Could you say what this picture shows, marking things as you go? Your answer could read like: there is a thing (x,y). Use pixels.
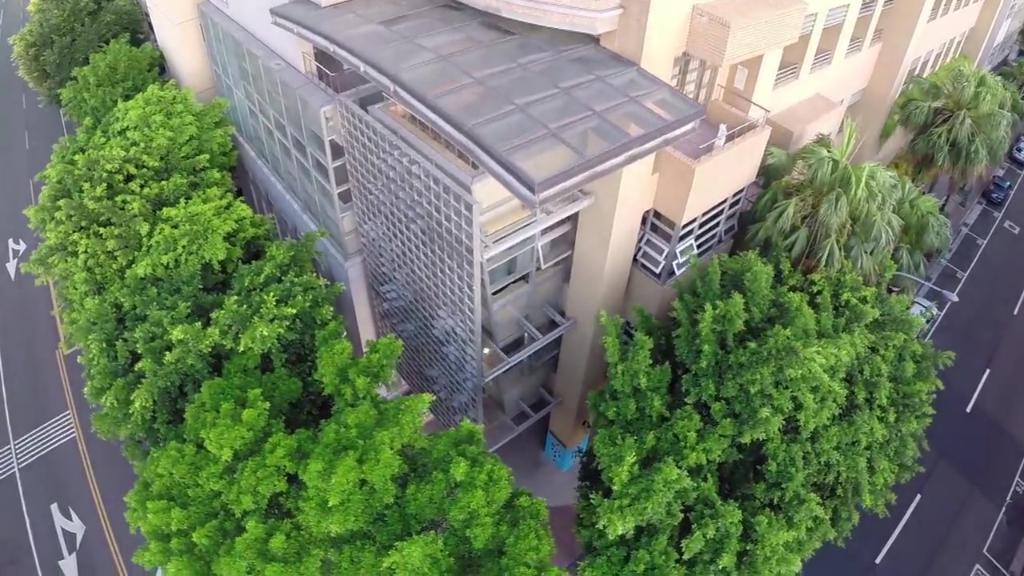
It is a building (621,104), these are the trees (745,408) around the building (466,362). On the left side (74,358) there is a road (109,460) and also on the right side (969,448).
